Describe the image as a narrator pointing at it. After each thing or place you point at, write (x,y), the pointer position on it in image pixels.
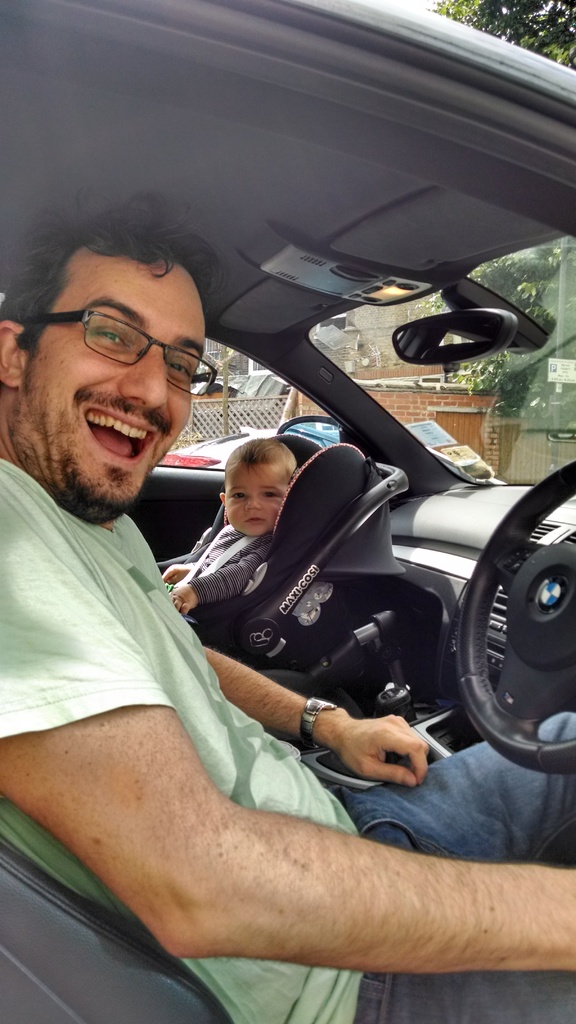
In the image is a man (229,841) sat in car (488,615) and beside him there is a baby (227,539).
